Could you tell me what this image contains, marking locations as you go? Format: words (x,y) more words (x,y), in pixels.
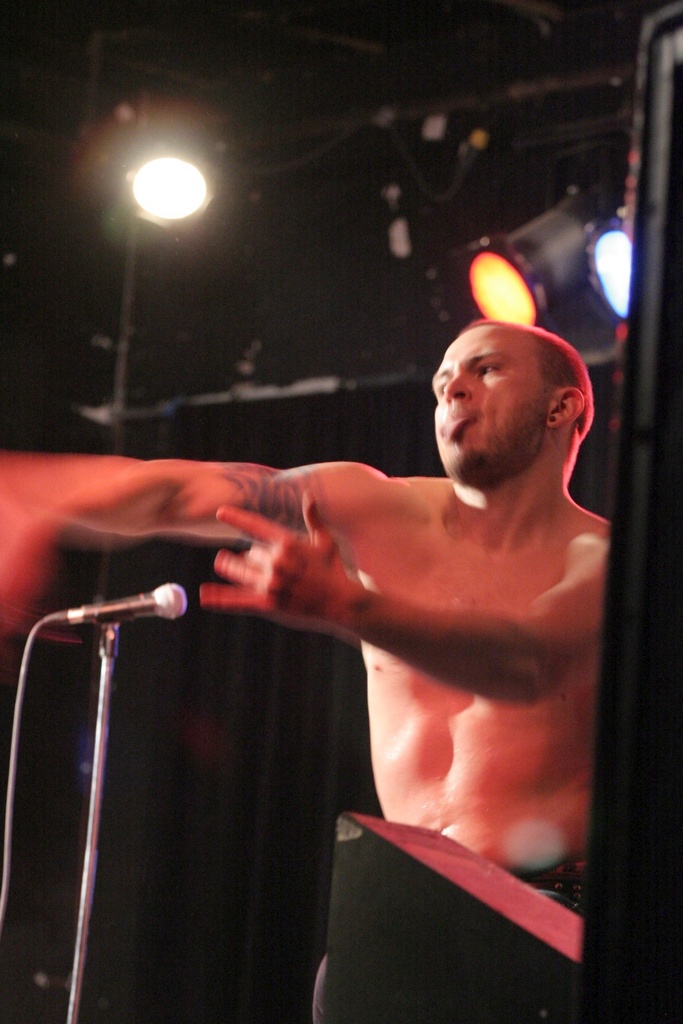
In this image we can see a man (530,601), before him there is a mic (121,608) placed on the stand (84,896). In the background (174,183) there are lights (503,260).
